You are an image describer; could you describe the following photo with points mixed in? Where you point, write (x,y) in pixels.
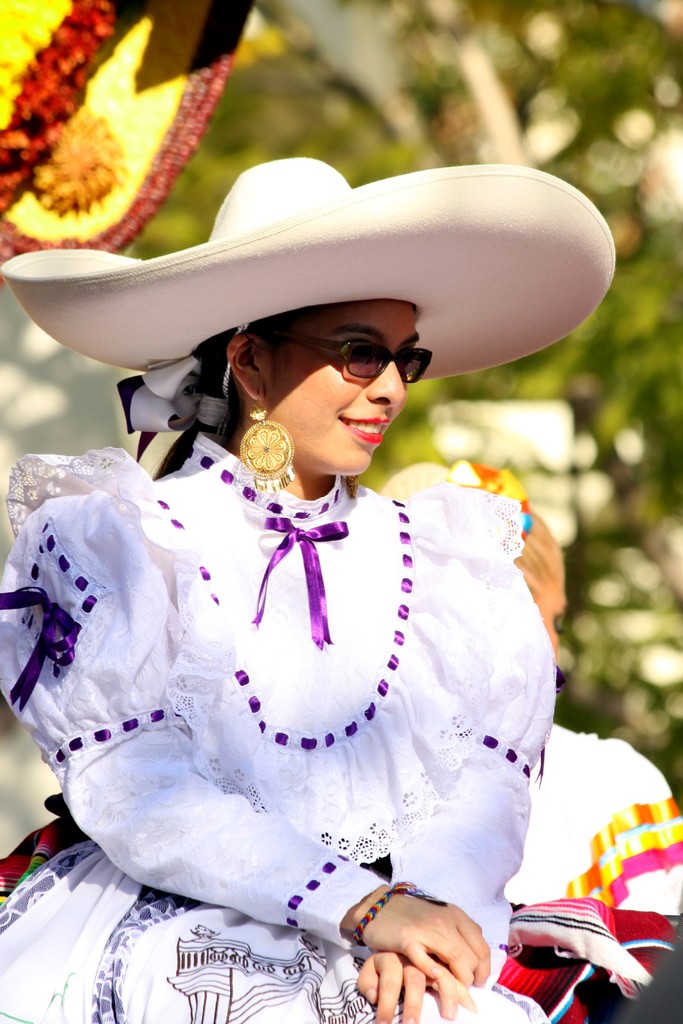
In this image in the center (283,655) there is a woman (278,730) wearing a white colour dress (321,758) and white colour hat (305,288) is smiling and the background (582,453) is blurry.
